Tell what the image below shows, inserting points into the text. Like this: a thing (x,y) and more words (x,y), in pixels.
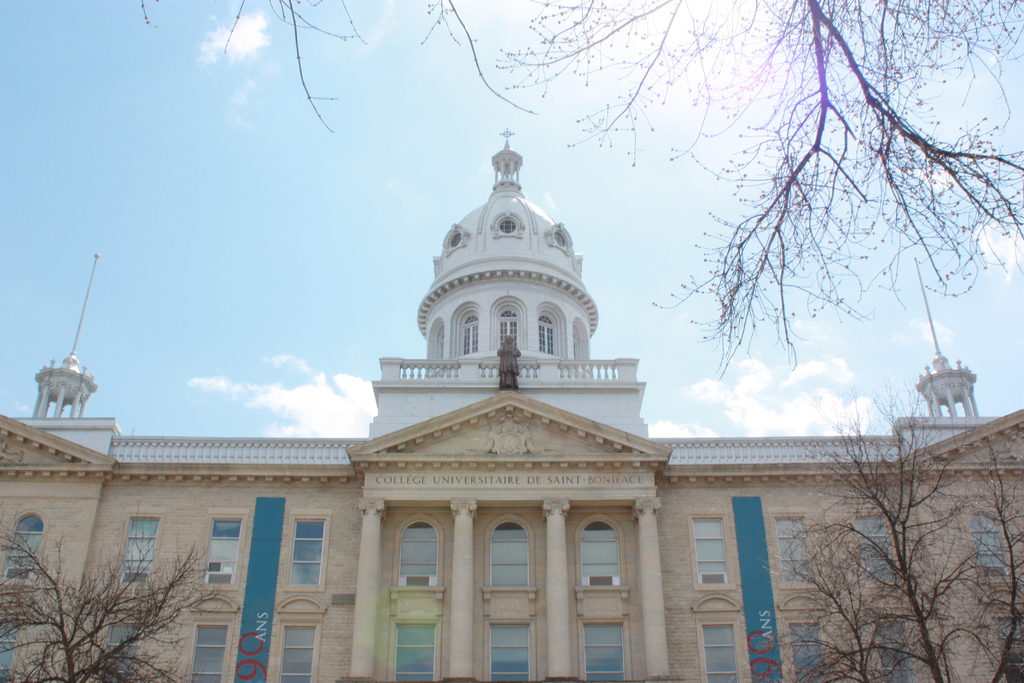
In the picture we can see some trees (43,613) and in the background (404,523) there is building (431,506) and clear sky (431,108).
